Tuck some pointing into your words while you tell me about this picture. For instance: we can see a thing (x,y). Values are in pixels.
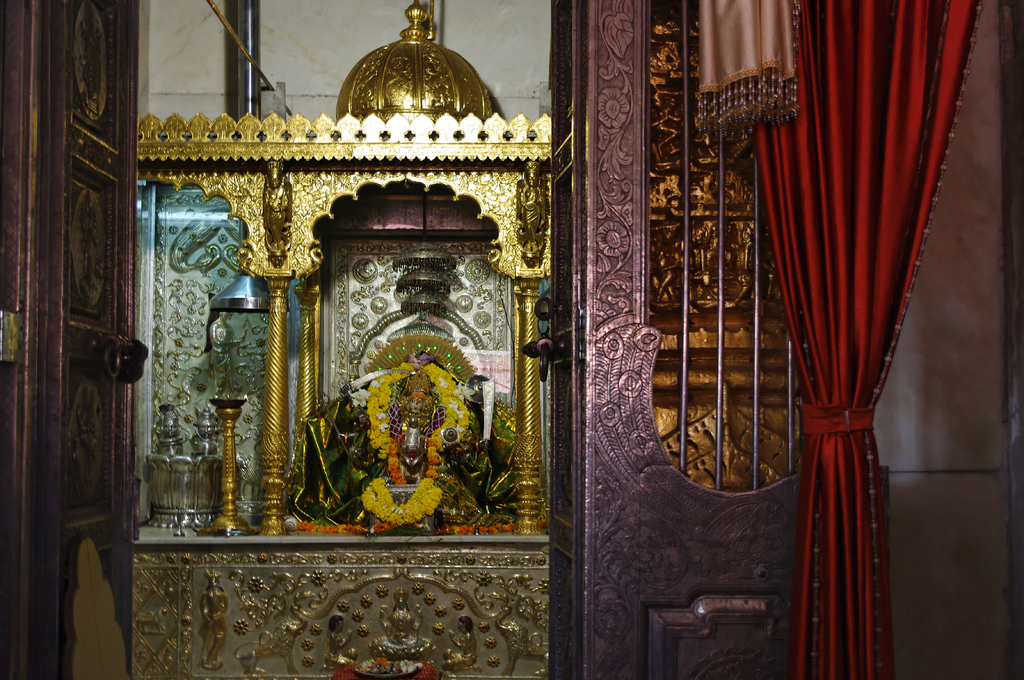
In this image I can see the inner view of the temple (363,516). In the temple (359,593) I can see the idol of the god (372,441) with garland (391,449). To the left (228,468) I can see the diya (226,441). I can see the door (35,563) and the curtains (774,183).
